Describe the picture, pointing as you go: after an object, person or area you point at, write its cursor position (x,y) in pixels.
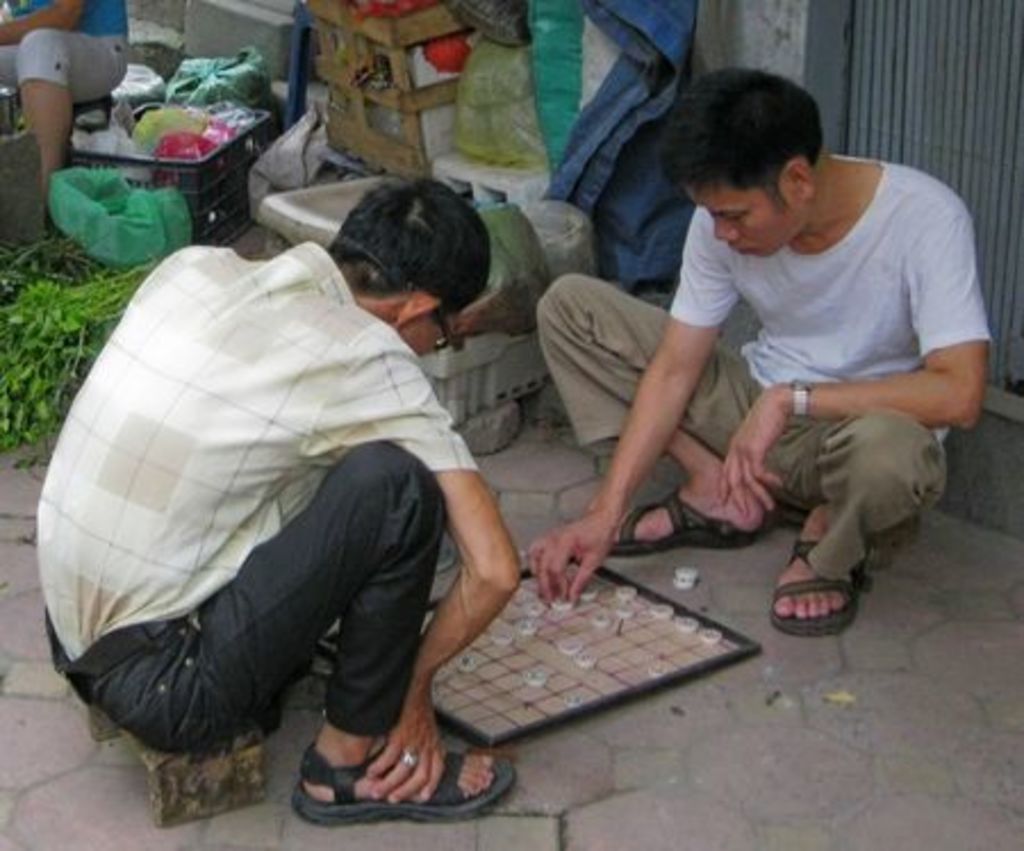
In the picture there are two persons (560,583) sitting on the floor (704,563) and playing with a board (585,610), beside them there are many items (51,287) present, there are baskets (233,106) present, there is a person (80,7) sitting near the basket (91,147).
